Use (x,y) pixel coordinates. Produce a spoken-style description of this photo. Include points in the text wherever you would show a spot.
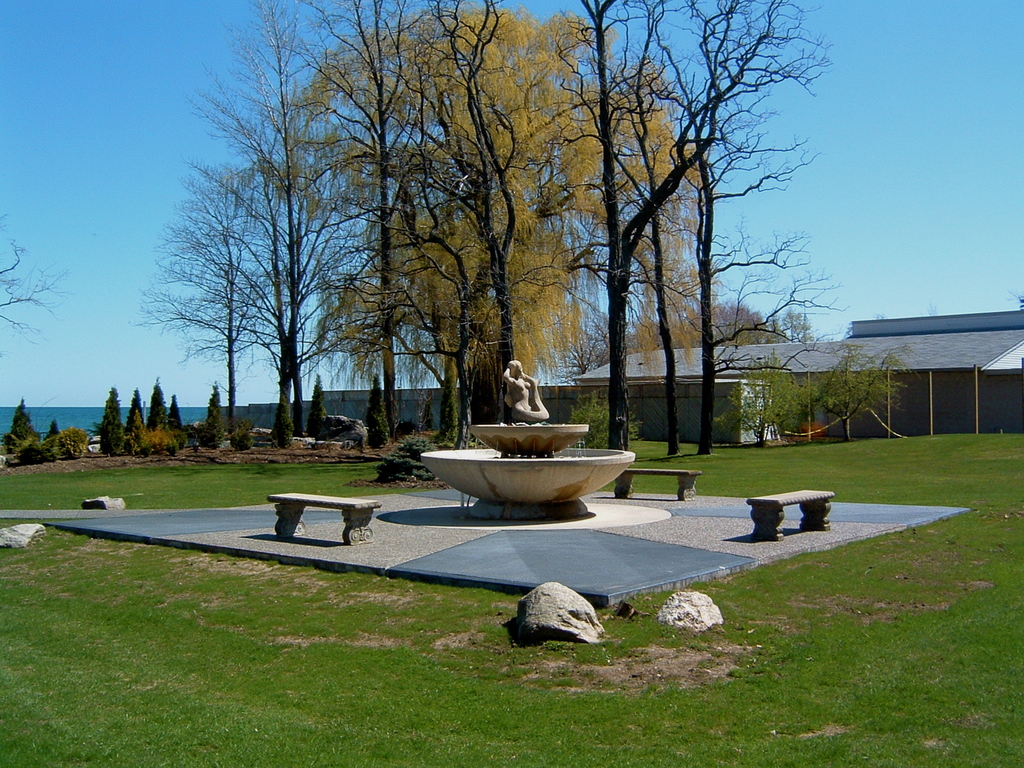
This picture is clicked outside. In the foreground (222,645) we can see the green grass (348,697) and the rocks (519,618) and some benches (806,510). In the center (526,385) there is a sculpture (518,389). In the background (115,161) we can see the sky (161,369), trees (289,377) and a building (880,356).
